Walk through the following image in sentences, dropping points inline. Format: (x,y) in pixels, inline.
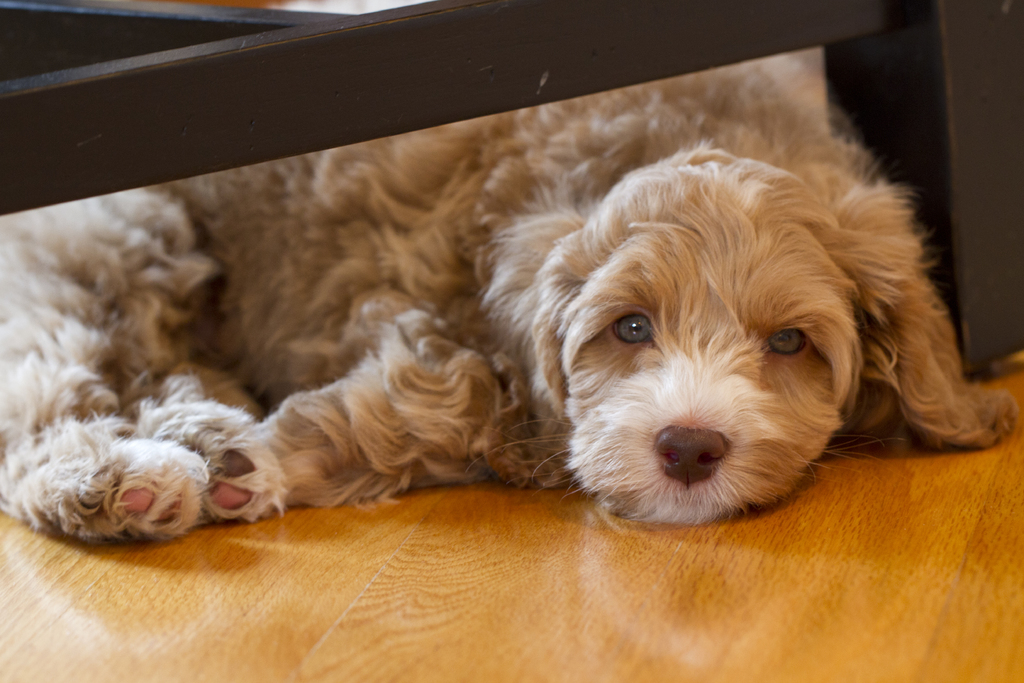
In this image I can see the dog (519,313) which is in cream color. It is on the brown color surface (674,558). On the top (311,48) I can see the black color object (325,61).
